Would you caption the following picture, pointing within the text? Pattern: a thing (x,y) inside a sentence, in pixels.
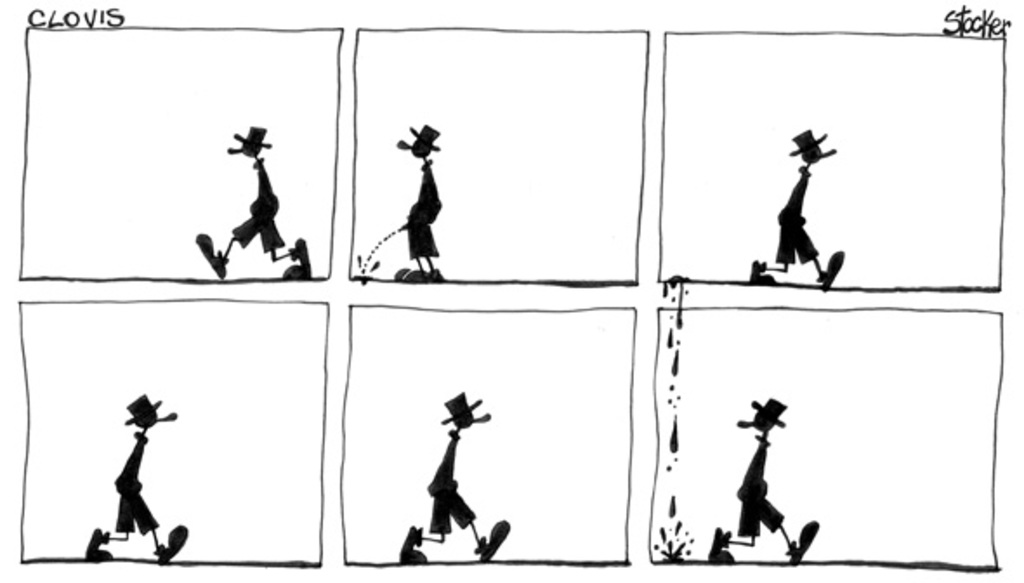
In the image we can see there is a collage of pictures and it is a cartoon image. There is a person (433,193) standing and the image is in black and white colour.
